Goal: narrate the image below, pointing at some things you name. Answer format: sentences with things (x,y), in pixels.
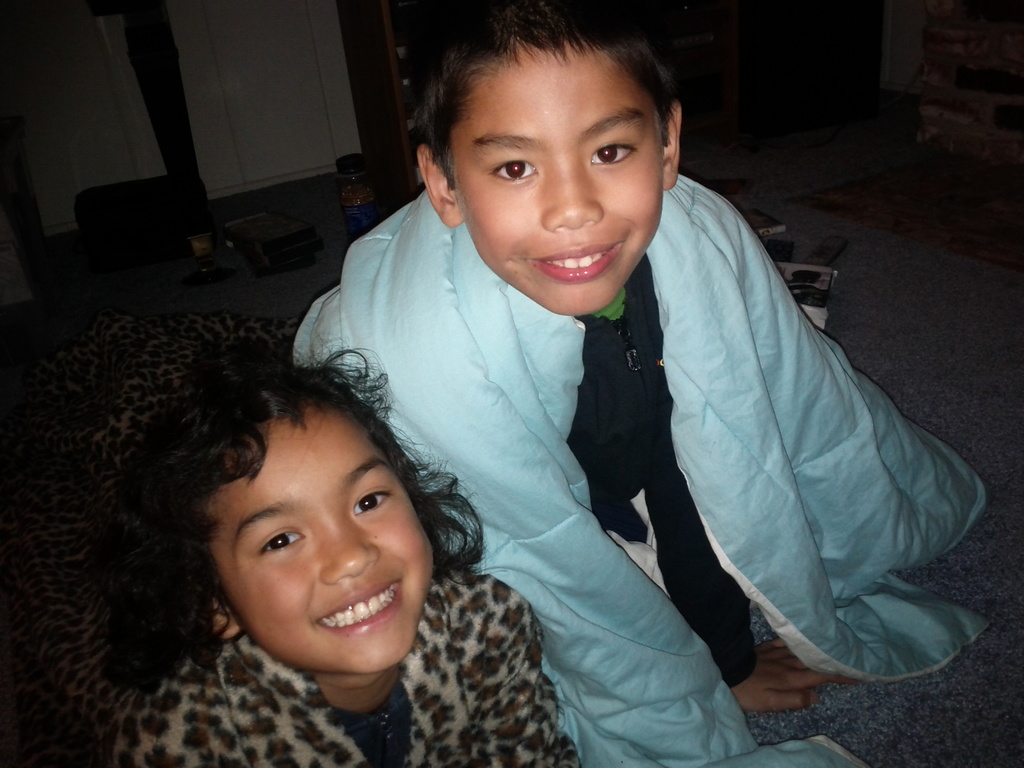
In the image two kids (272,659) are sitting and smiling. Behind them there is bottle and door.
